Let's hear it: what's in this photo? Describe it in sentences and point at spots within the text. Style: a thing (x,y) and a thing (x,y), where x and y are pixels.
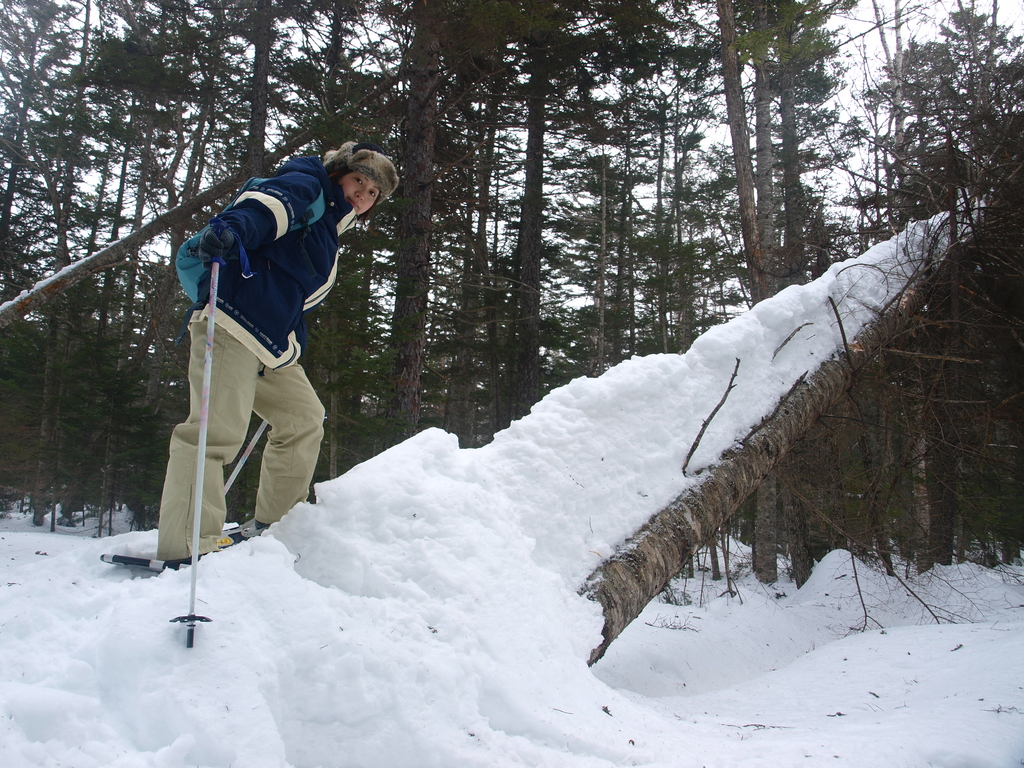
In this image we can see a person (280,254) wearing cap (346,152) and gloves (224,243). And the person (241,205) is holding stick (214,324) in the hand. And there is snow (632,739). In the background (501,166) there are trees (396,155).
